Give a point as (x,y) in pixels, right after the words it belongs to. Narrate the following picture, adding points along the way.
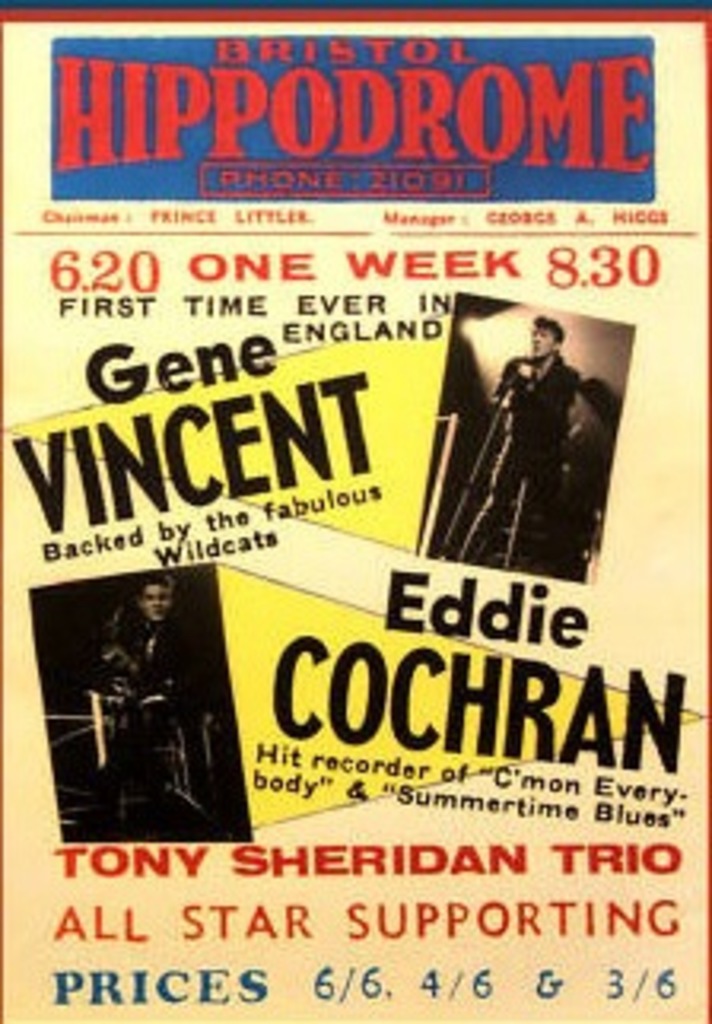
In the picture I can see the poster (307,664). On the poster (280,709) I can see two persons (557,386). I can see a man (515,430) holding the microphone (506,392). I can see the text (354,420) on the poster (364,842).
